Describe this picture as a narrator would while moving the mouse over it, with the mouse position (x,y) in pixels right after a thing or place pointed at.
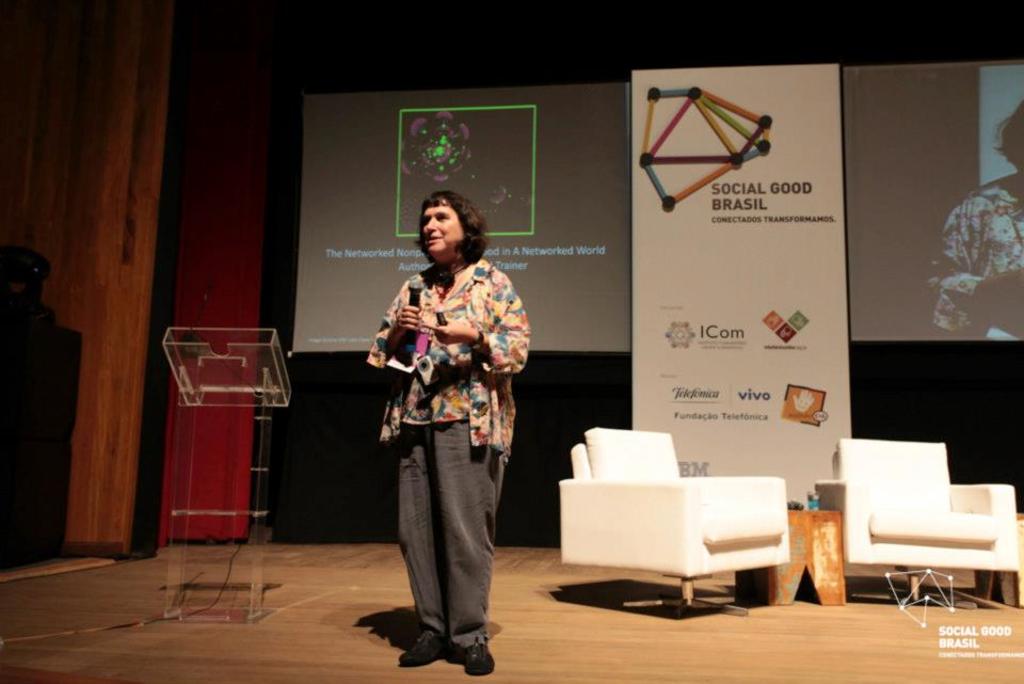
In the image there is woman (444,433) standing on dais (576,588) holding microphone (412,304) in her hand (407,323). Beside her there is podium (236,386). To the right corner of the image (899,504) there are couches (758,526) and between there is a small table (813,536). Behind the woman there are two projector boards (586,239) on which text (530,250) is displayed. In the background (742,248) there is a board (761,247) and wall (107,140). At the below right corner of the image (971,631) there is logo (923,592) and text (964,635).
